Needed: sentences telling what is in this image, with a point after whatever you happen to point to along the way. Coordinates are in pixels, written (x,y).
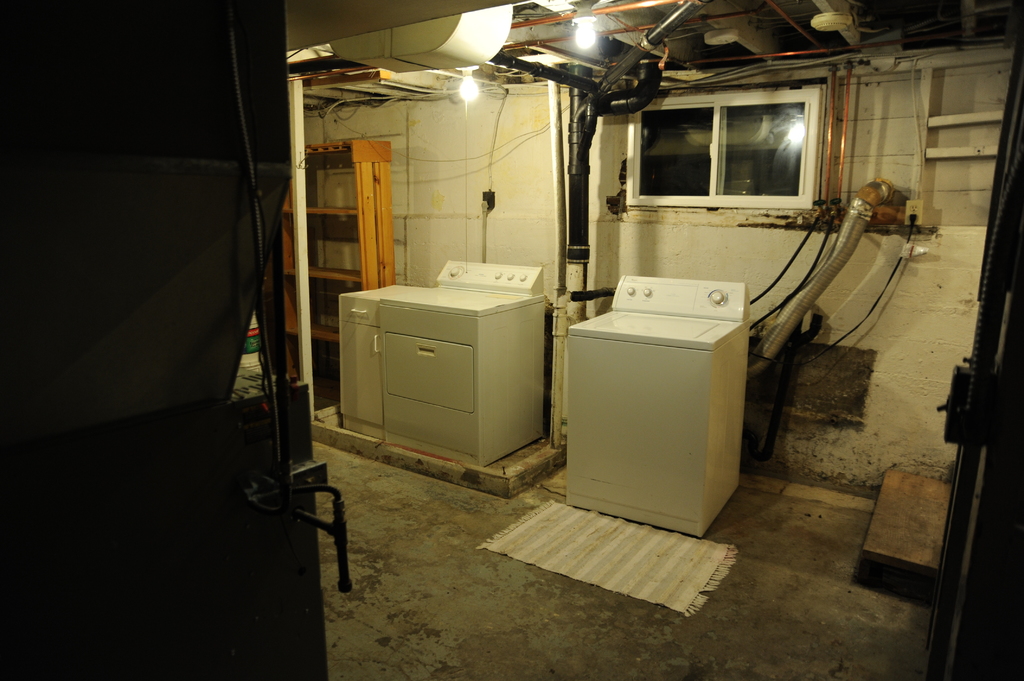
In this picture there are two washing machines (693,374) in the center of the image (674,304) and there are lamps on the roof (599,33) at the top side of the image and there is a rack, mat (613,580), pipe (560,206), and windows (677,146) in the image, it seems to be there are doors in the image.
